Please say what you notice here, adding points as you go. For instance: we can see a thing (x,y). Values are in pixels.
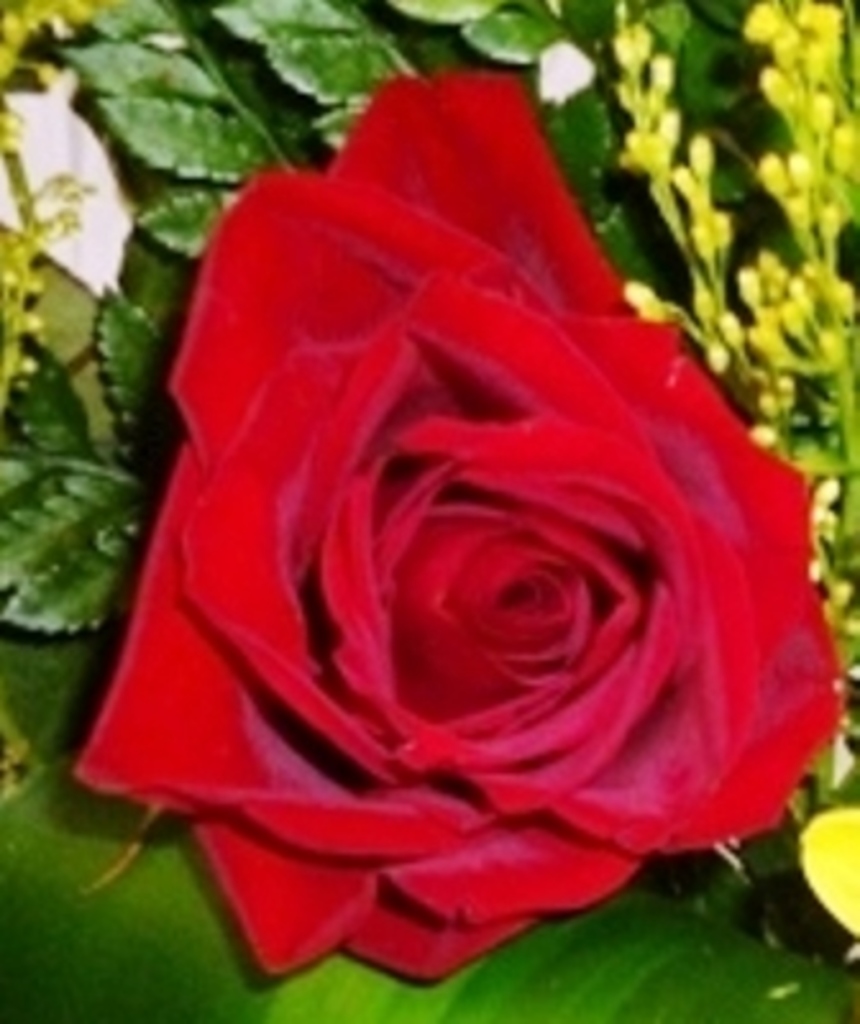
In this image there is a flower (417,764), in the background (614,1022) there are leaves (28,833).
